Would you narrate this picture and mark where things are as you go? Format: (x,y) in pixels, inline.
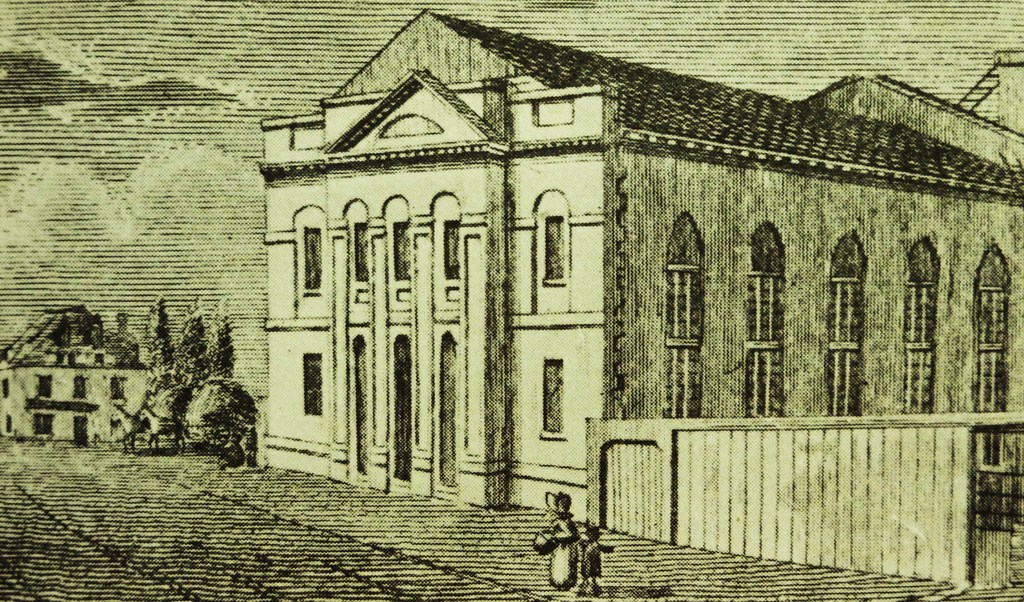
In the foreground of this animated image, there are two persons (595,547) walking on the pavement (398,551), a building (577,347), few trees (225,325), houses (95,363), horse cart (151,427), sky (284,44) and the cloud (156,98).
